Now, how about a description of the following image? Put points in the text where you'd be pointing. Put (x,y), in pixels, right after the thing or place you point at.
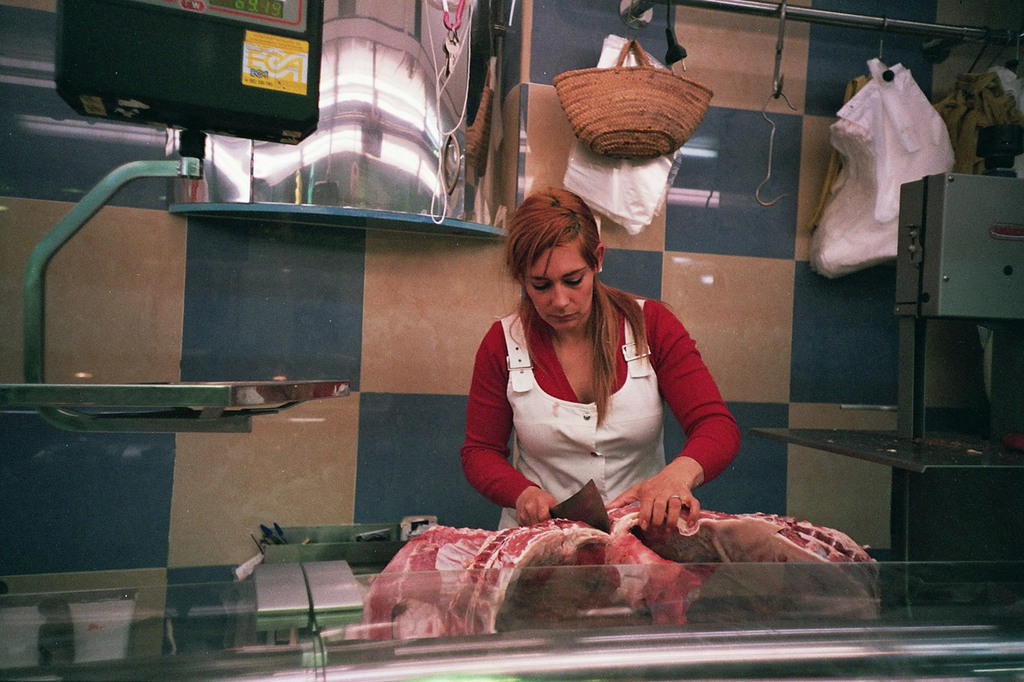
In the center of the image (589,444) there is a woman (569,461) cutting the meat (585,543). In the background (235,150) there is a bag (603,115), covers (842,173), hangers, mirror (429,132) and wall (726,248).
